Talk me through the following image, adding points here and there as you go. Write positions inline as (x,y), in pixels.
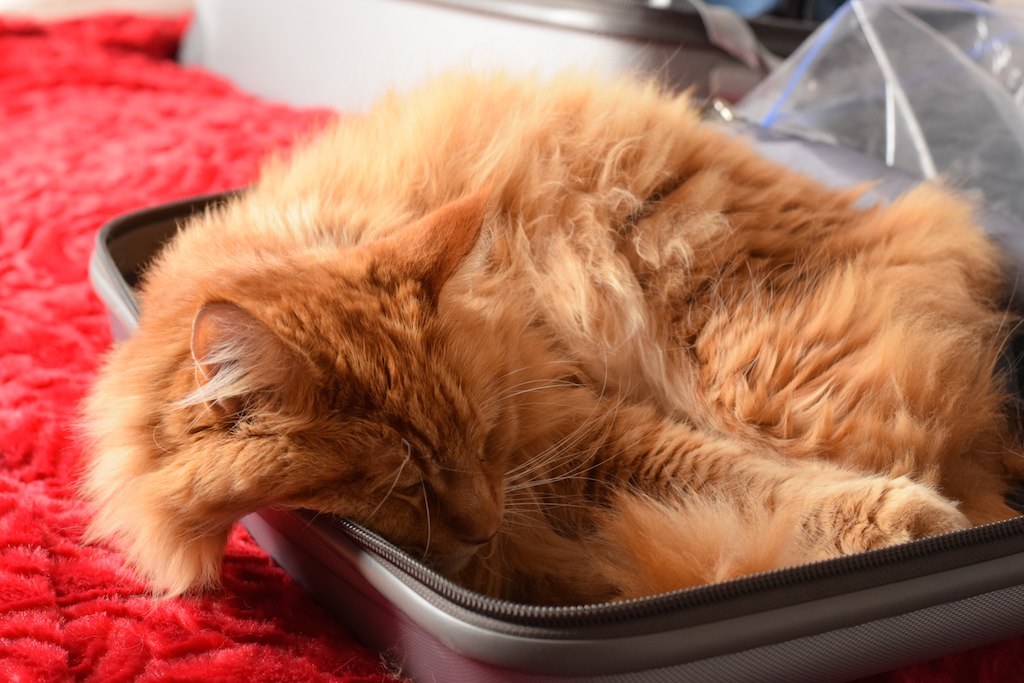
In this picture we can see a cat (591,454) is lying in a suitcase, it looks like a bed sheet (107,607) at the bottom (147,612), there is a blurry background (251,62), on the right side (945,112) we can see a plastic cover (926,103).
